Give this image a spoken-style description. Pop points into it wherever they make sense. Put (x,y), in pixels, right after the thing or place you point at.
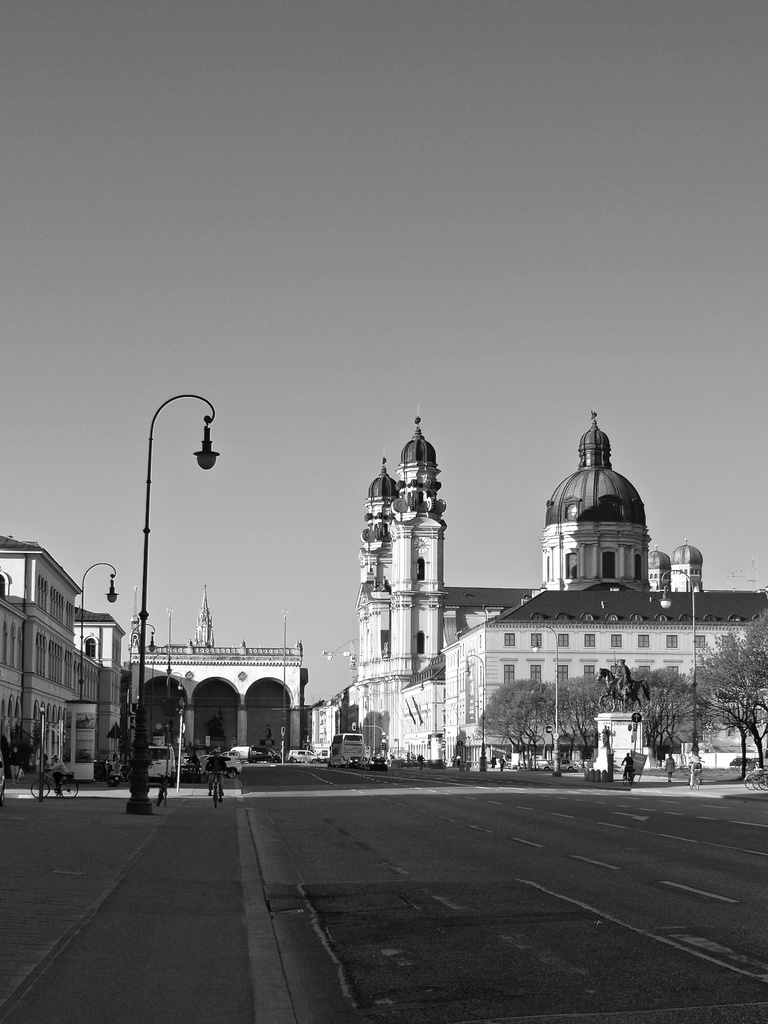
In this picture I can see vehicles (749,763) on the road (258,763), there are group of people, there are poles (210,427), lights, trees (732,688), buildings (7,641), there is a sculpture (625,677) of a person (620,684) sitting on the horse (611,690), and in the background (499,265) there is sky (576,185).
